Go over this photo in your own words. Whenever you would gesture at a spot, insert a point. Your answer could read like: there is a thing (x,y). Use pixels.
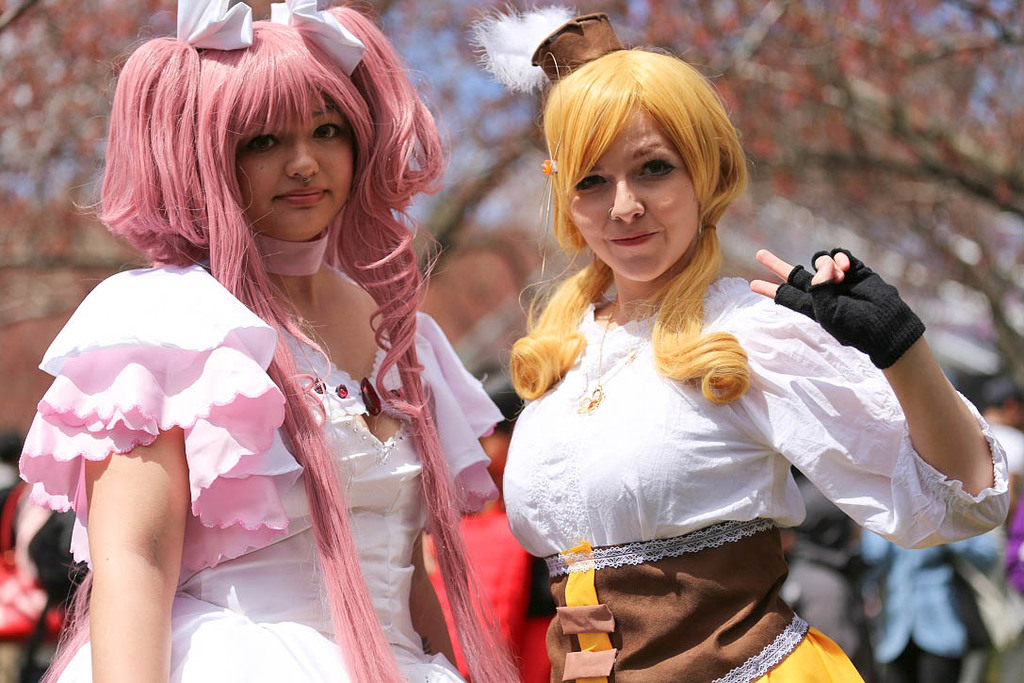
In this picture we can see two women (363,538) standing. We can see a few people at the back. It looks like there are a few plants (84,138) visible in the background (88,235). Background (76,229) is blurry.
